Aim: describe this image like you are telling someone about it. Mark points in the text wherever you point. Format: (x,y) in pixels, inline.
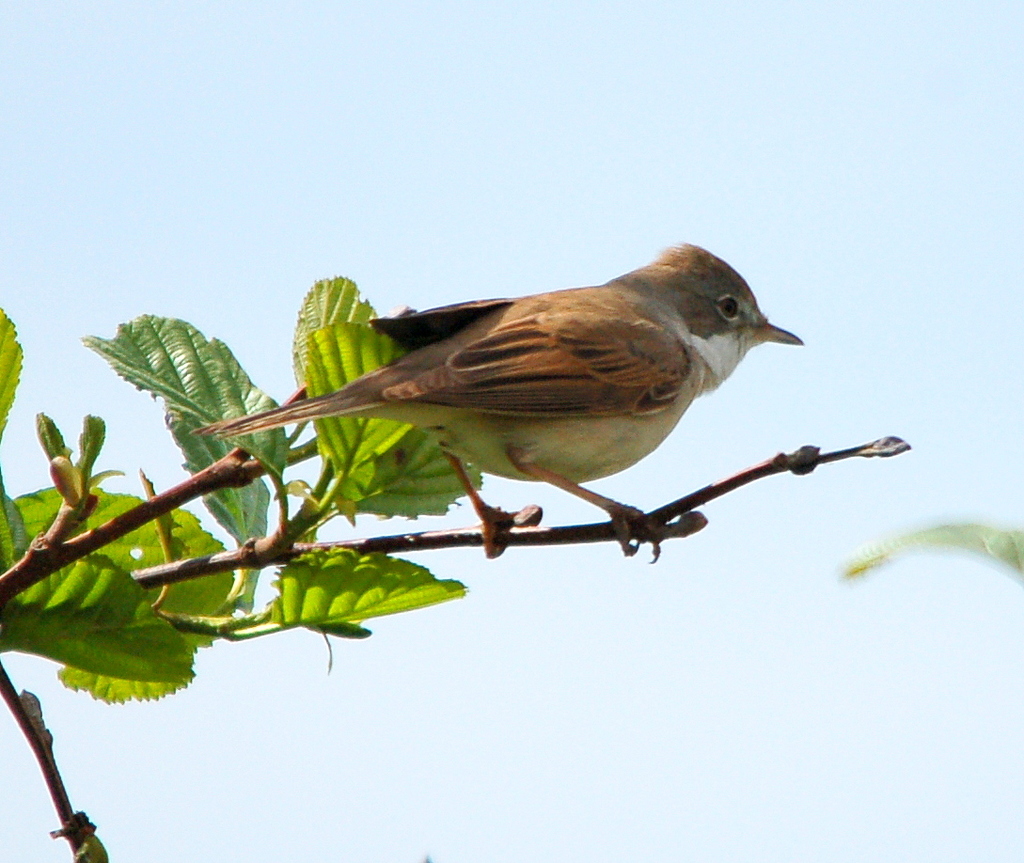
In the center of the image (665,291) a bird (599,325) is present on stem (678,533). On the left side of the image (295,579) we can see the leaves (145,540). In the background of the image (132,481) we can see the sky (941,427).
